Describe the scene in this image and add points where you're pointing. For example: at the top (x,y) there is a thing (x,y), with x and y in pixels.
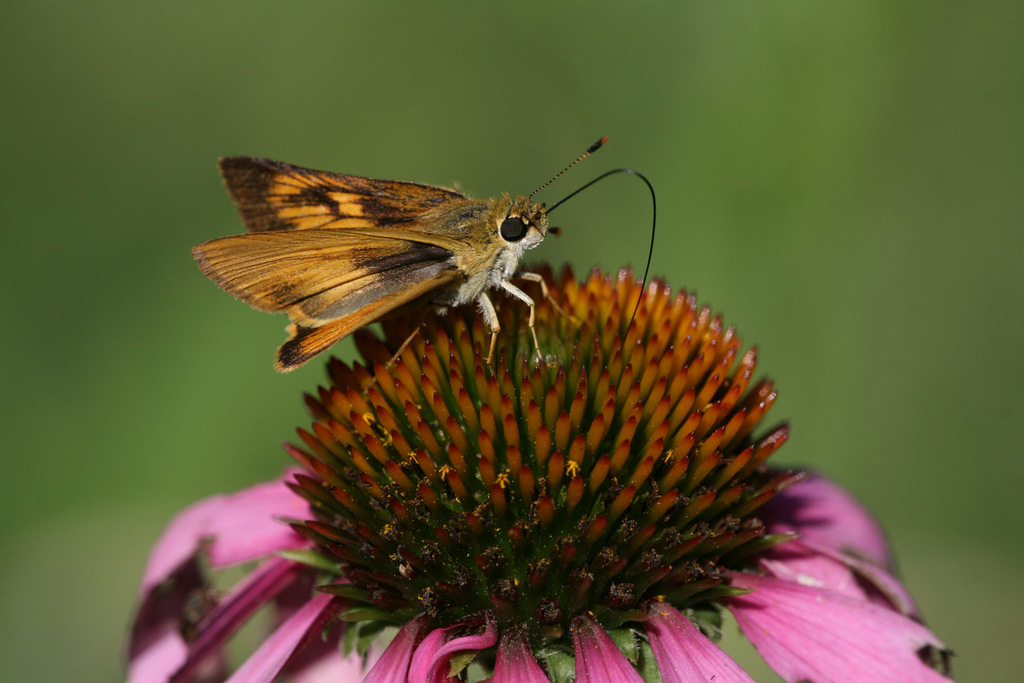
In the center of the image (379,232) we can see butterfly (343,239) on the flower (495,526).
